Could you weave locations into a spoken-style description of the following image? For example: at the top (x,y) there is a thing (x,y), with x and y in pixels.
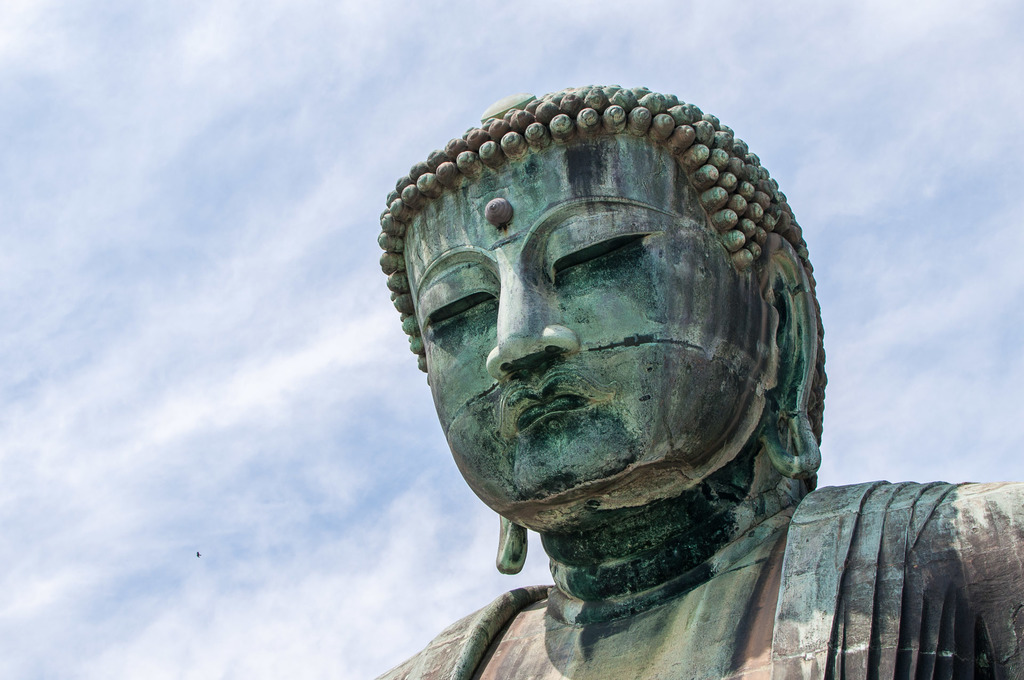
In this image we can see a statue (747,363). In the background (398,372), we can see the sky (241,463).
